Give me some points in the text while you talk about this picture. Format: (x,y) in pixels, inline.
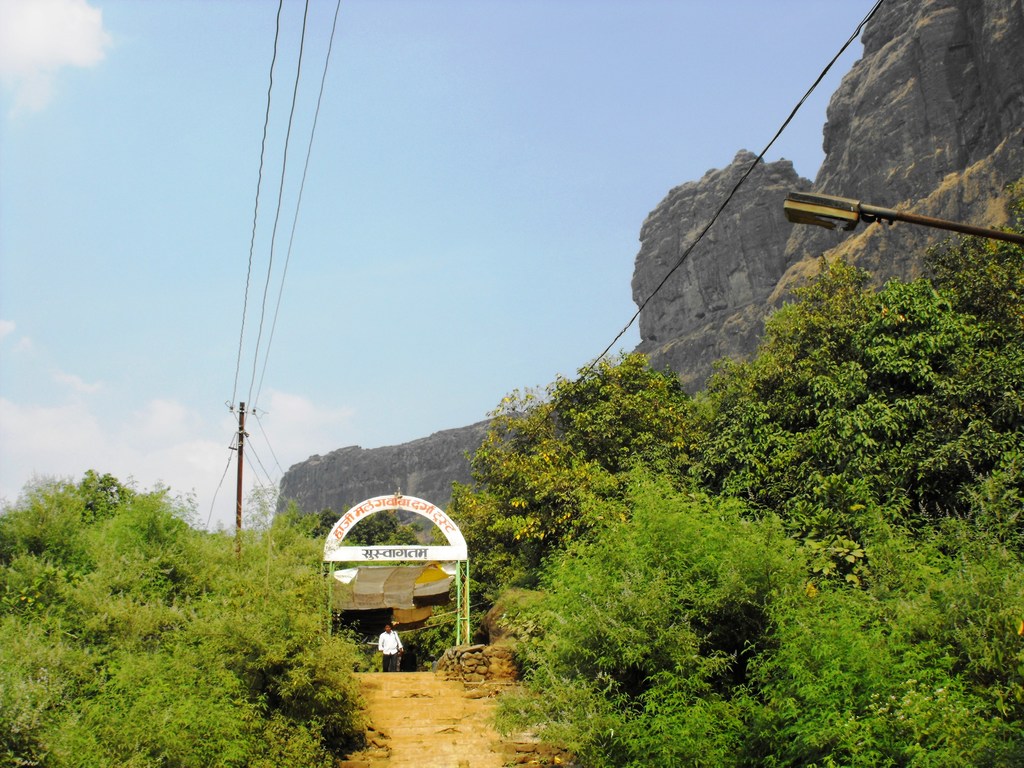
In this image I see the trees (640,562) and I see the boards (416,501) over here on which there are words (394,551) written and I see a person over here and I see the path (405,685) and I see the poles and wires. In the background (371,338) I see the sky (291,267) which is clear and I see the rocky mountains (965,147).
